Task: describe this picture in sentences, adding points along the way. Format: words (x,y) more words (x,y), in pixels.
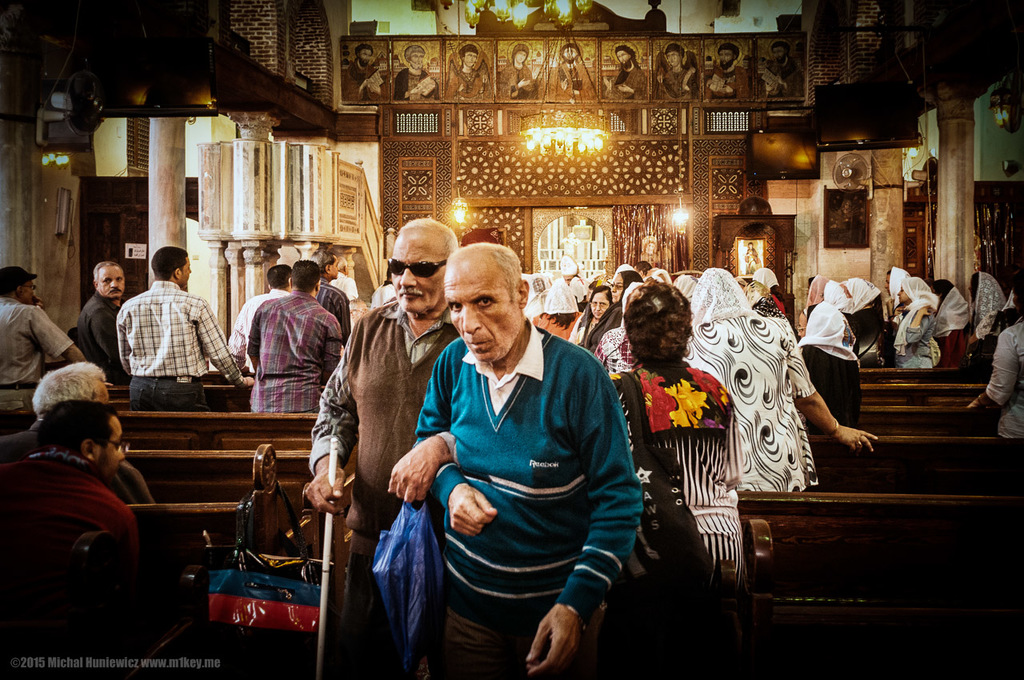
In this image we can see people (307,409) and there are benches (997,450). At the bottom (298,616) there is a handbag (259,596). In the background (458,223) we can see lights (465,216) and frames (747,268) placed on the wall (311,49). There are pillars (158,162). At the top (578,118) there are chandeliers (587,144).
